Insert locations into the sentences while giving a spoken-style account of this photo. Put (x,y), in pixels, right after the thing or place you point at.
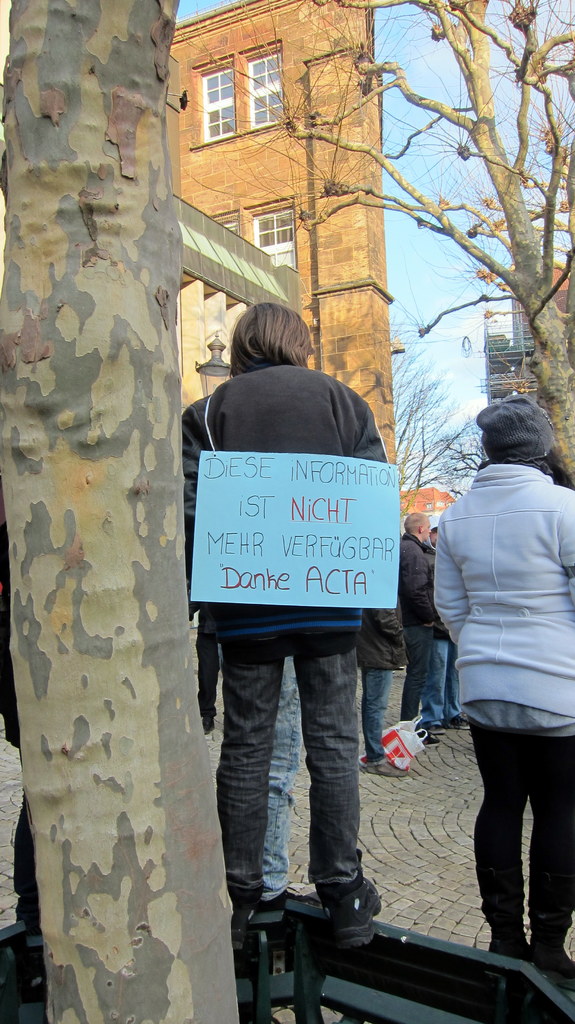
This is an outside view. On the left side (111,635) there is a tree trunk (127,652). Beside the trunk (169,649) a person (273,376) is standing on a metal surface (339,959) and facing to the backside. This person (311,623) is wearing a black jacket (346,420) to which a sheet (305,479) is attached. On the sheet (302,527), I can see some text (346,508). On the right side (456,574) few people (470,670) are standing on the ground (437,827). In the background (387,335) there are a few buildings (356,325) and trees (533,220).
